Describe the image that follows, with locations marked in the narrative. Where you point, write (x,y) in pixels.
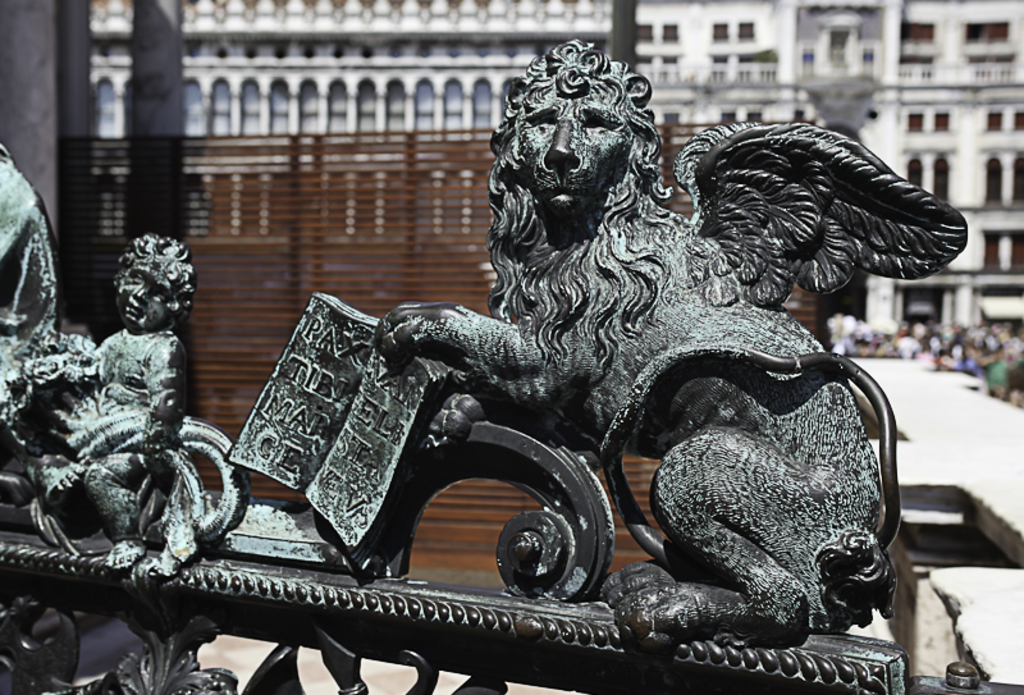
In this picture I can see sculptures (426,357), and in the background (1023,11) there are buildings (497,63).
